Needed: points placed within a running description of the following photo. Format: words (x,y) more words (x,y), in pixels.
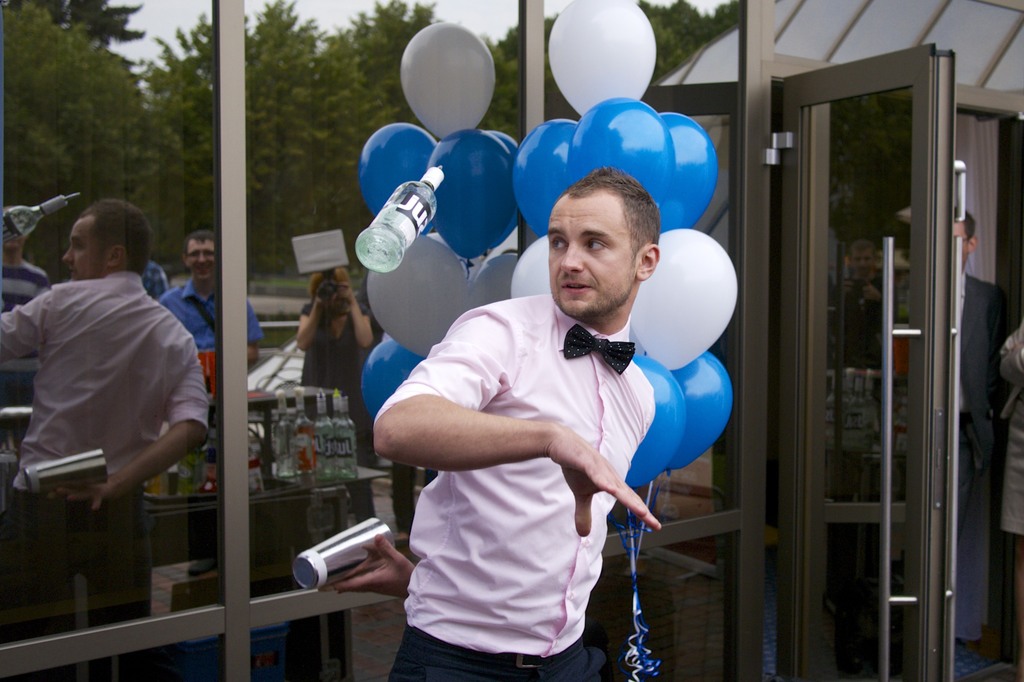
In this image we can see a person (524,388) wearing pink shirt (523,473) is standing in front of a window (169,408) holding a shaker (333,550) in his hand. In the background (710,371), we can see group of people (987,379), balloons (665,287), door (892,340) and a glass bottle (393,244).
